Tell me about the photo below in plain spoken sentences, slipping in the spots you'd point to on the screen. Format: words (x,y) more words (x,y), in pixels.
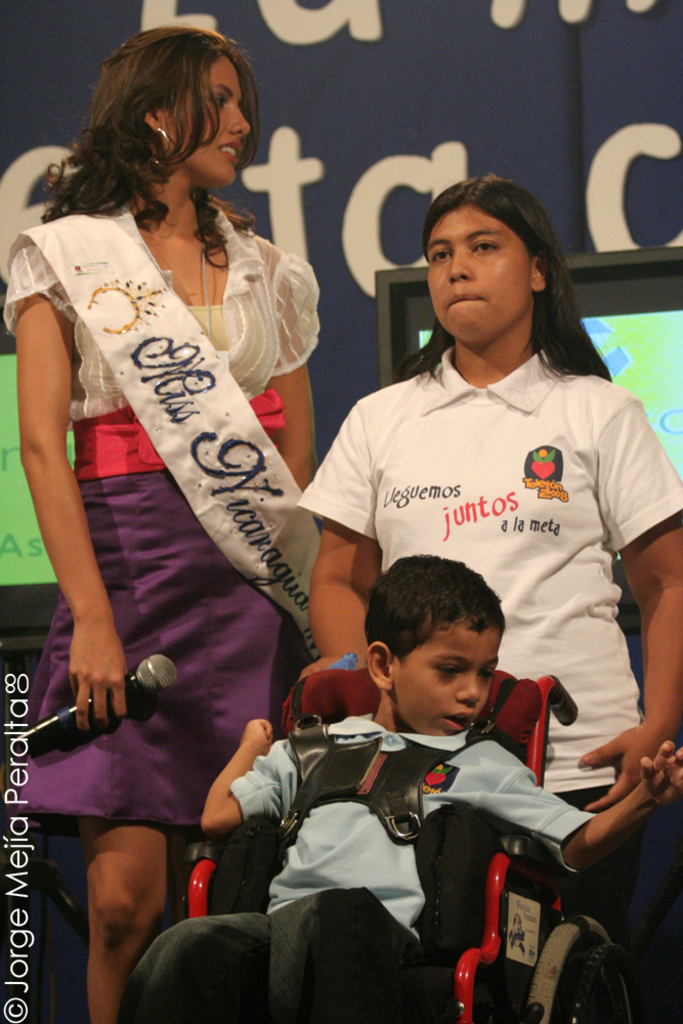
There are two women (170,405) standing and a boy (332,826) sitting on the wheel chair (474,892). This woman (187,760) is holding mike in her hand (110,643). This looks like a screen (651,341) at the right side of the image (620,383). At the background (528,136) I think this is a banner (391,103) which is blue in color.
